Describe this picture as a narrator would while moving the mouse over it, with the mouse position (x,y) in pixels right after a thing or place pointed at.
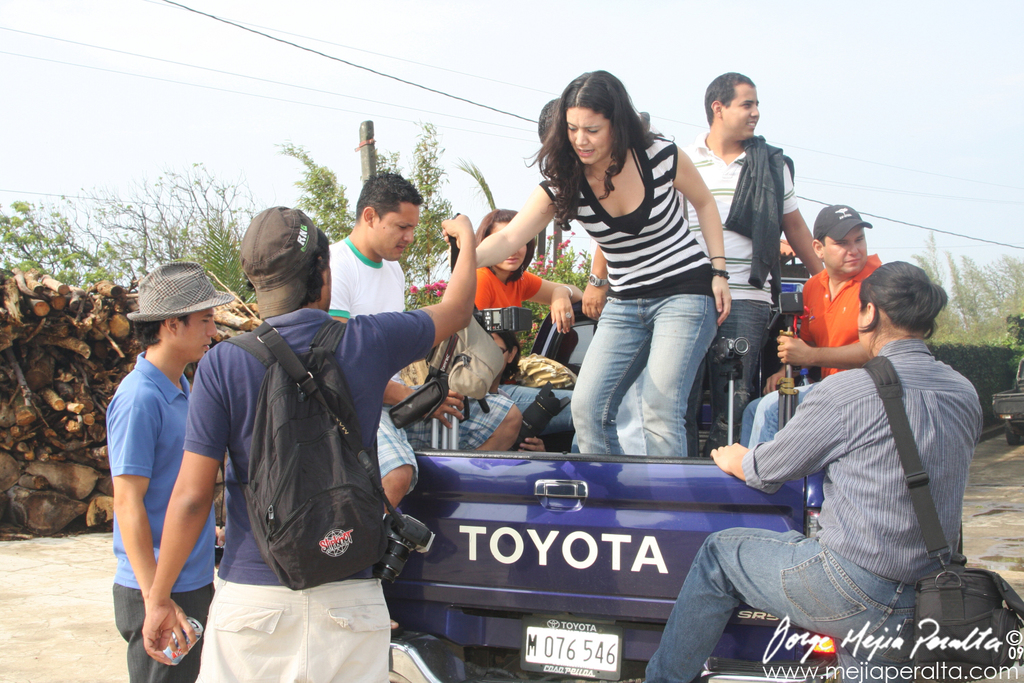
In this image we can see there is a vehicle (543,495) on the road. On the vehicle (570,528) there are few people (654,334), the back of the vehicle (484,508) there are a few people (887,593) standing and holding an object (476,382). On the left side of the image (73,336) there is a pile of logs (43,406). In the background (164,244) there are trees (438,171) and sky (435,100).
